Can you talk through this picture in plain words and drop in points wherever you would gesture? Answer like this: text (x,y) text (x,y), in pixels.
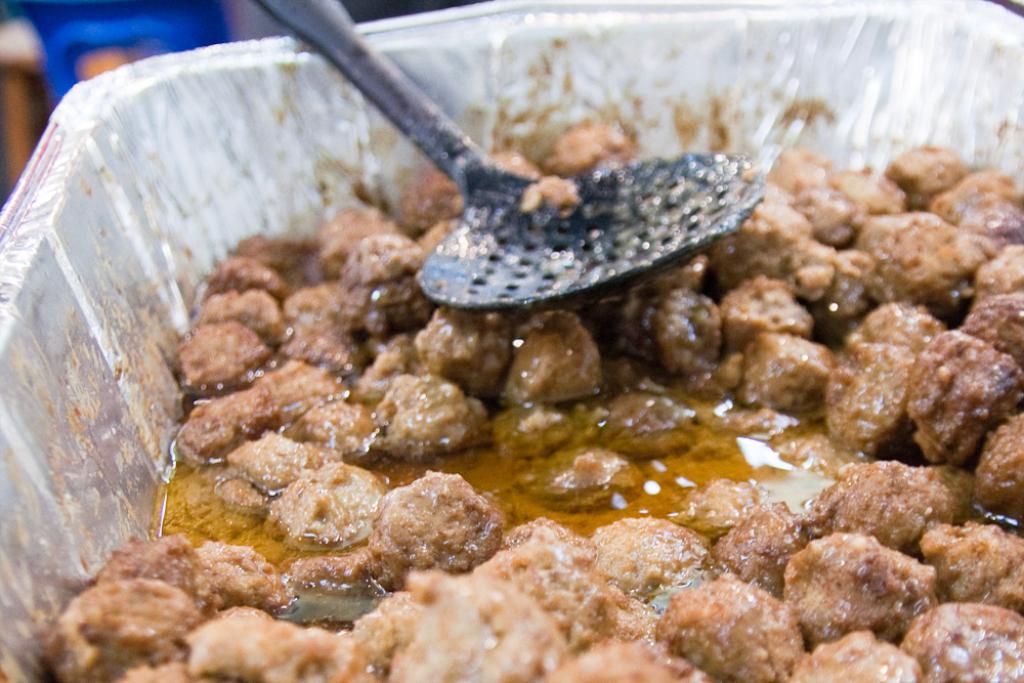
In this image there is a food item (943,248) in the box (334,111) and a utensil (529,293).
